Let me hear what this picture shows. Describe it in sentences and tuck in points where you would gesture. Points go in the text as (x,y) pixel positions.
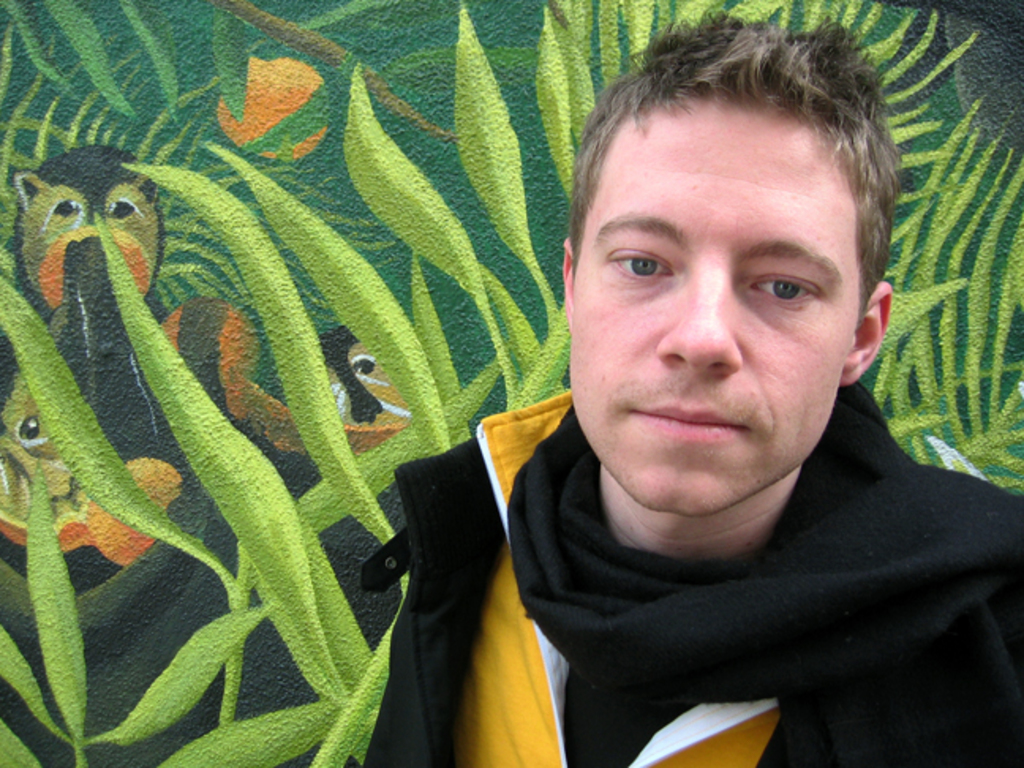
In this picture I can see a man (717,435) standing, He wore a black color scarf (744,596) and a black color coat (970,679) and I can see painting (565,81) of leaves (181,276) and animals (72,258) on the wall (58,305).
